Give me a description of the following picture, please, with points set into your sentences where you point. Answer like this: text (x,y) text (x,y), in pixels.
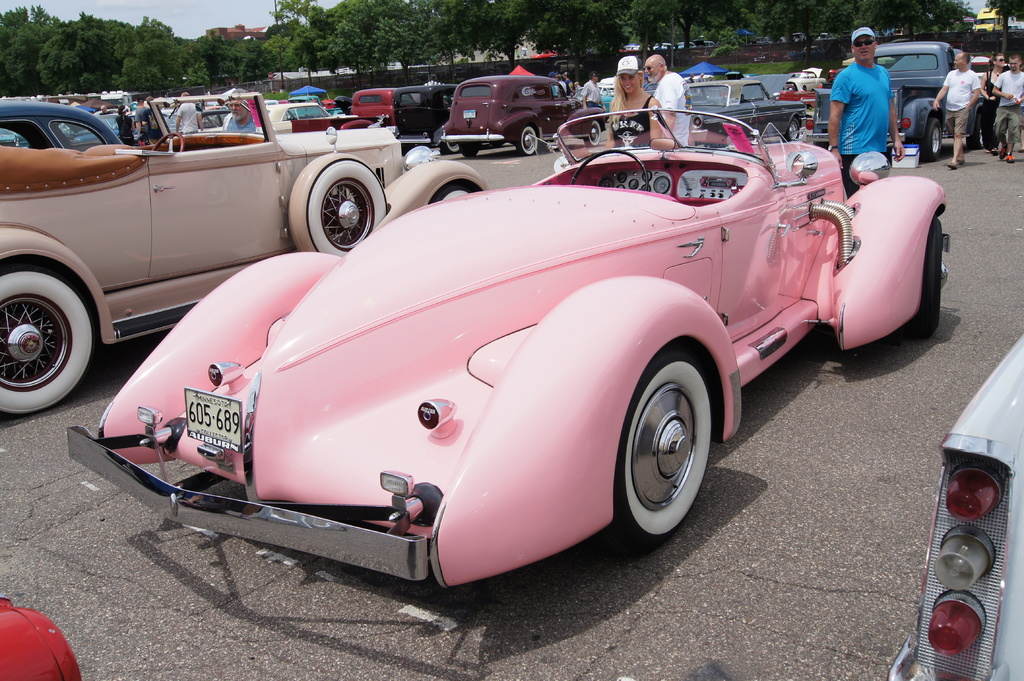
In this image we can see group of vehicles (1007,463) parked on the ground (488,163). In the background of the image (128,130) we can see a group of people (991,127) standing on the ground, we can also see a building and group of trees (248,52). At the top of the image (211,15) we can see the sky (190,5).
